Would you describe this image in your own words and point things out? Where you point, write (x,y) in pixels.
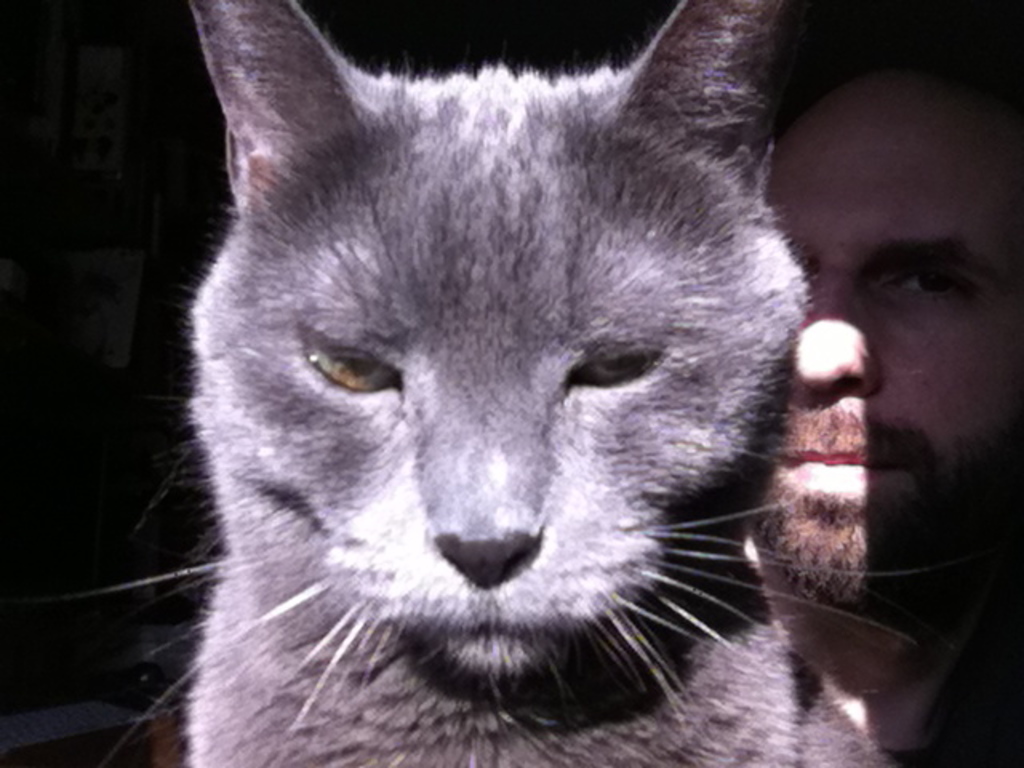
In this image we can see a person (860,396) and also the cat (458,299). On the left (99,66) we can see some objects (113,275) in the background (126,667).
